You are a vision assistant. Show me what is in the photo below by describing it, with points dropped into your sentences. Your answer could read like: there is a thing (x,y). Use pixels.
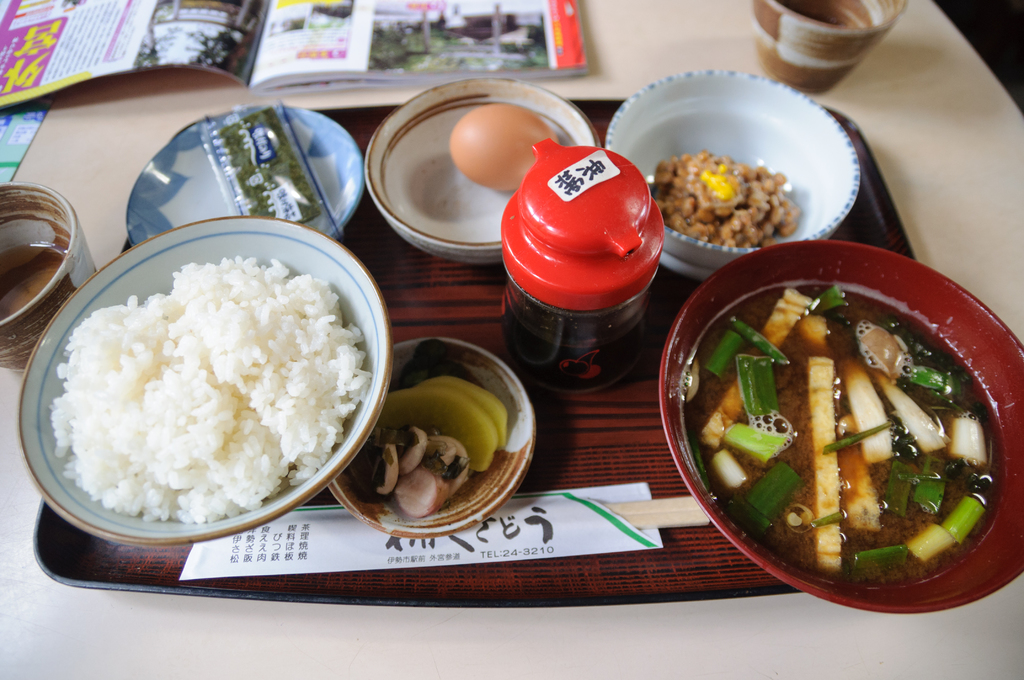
In this image a bowl (155,277) of rice (221,348), a bowl (406,405) of pickles (438,433), a bowl (724,147) of natto (703,159), a bowl (829,389) of soup (879,393), a plate (324,182) of seaweed packet (283,177) and also one egg (475,123) is placed in a bowl (462,204) and these all items (464,220) are placed in a tray (613,431) and the tray (636,467) is placed on the white surface (612,623). There are also two cups (61,252) visible. Book (301,41) is also present.
